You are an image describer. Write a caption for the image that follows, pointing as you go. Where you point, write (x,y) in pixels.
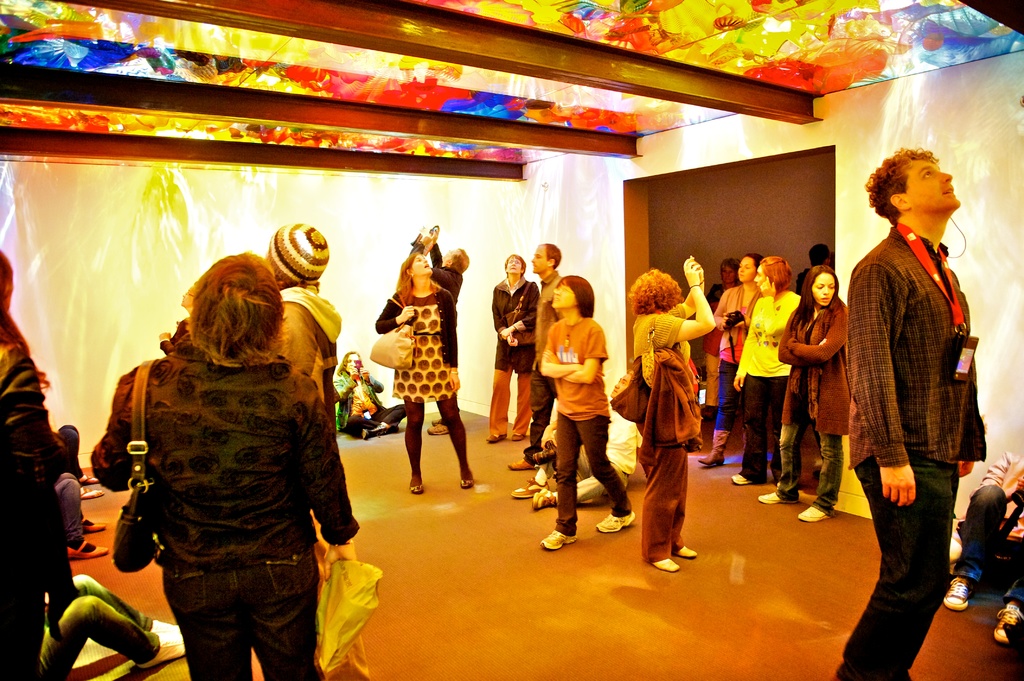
In this image I can see the group of people (533,411) with different color dresses (443,418) and few people (236,465) are wearing the bags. I can see the colorful ceiling (661,24) in the top (534,101).
